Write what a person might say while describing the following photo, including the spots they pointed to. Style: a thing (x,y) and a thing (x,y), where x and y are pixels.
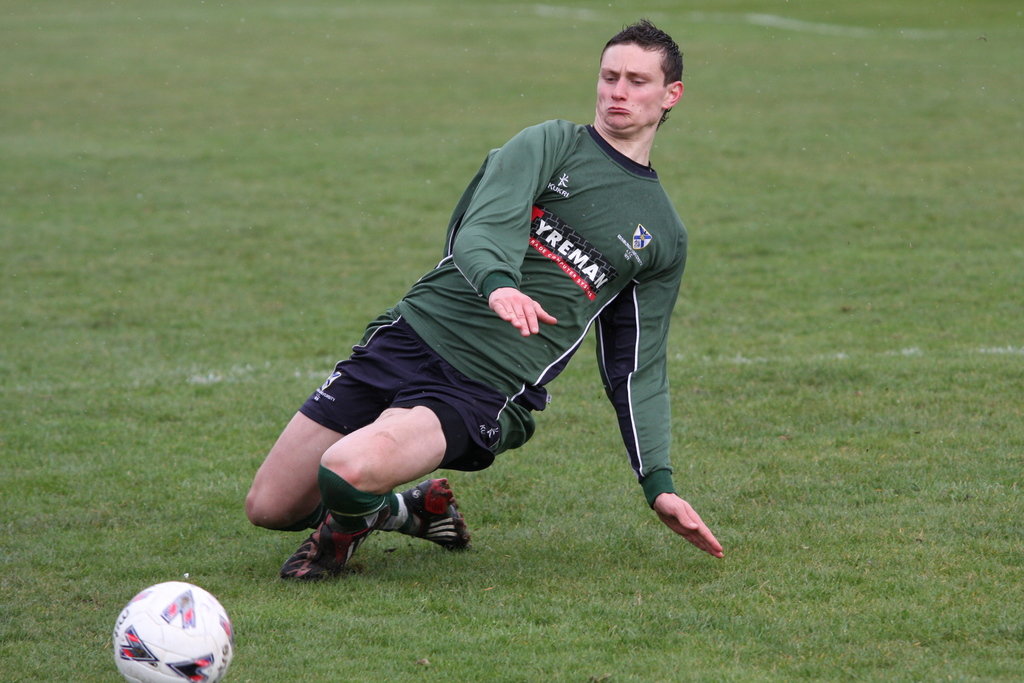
In this image I can see the person (522,410) and the person (523,346) is wearing green and black color dress (521,382). In front (126,657) I can see the ball (134,673) and the grass (242,165) is in green color.
